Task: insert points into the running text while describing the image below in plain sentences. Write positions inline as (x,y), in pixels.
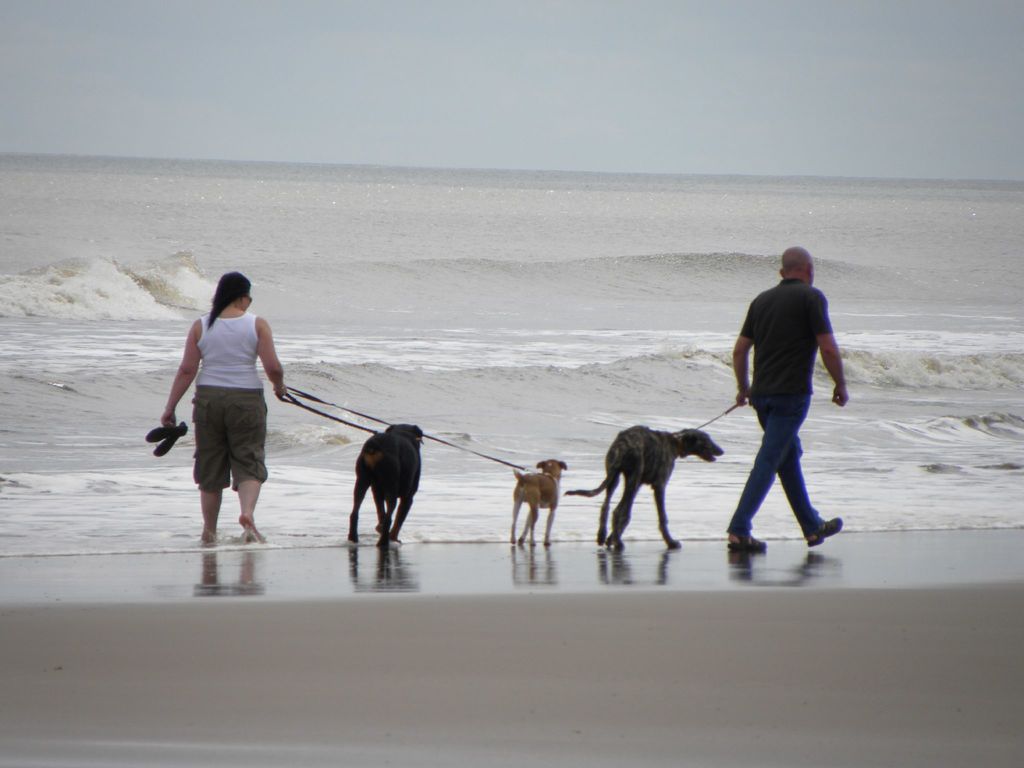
In this picture there is a woman (236,416) and a man (738,341) at the right (738,355) and left side of the image (258,400), they are holding the leash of the dog (370,469) in between them, there is water (168,509) all around the area of the image, it seems to be the bank (604,546) of sea (542,533).
